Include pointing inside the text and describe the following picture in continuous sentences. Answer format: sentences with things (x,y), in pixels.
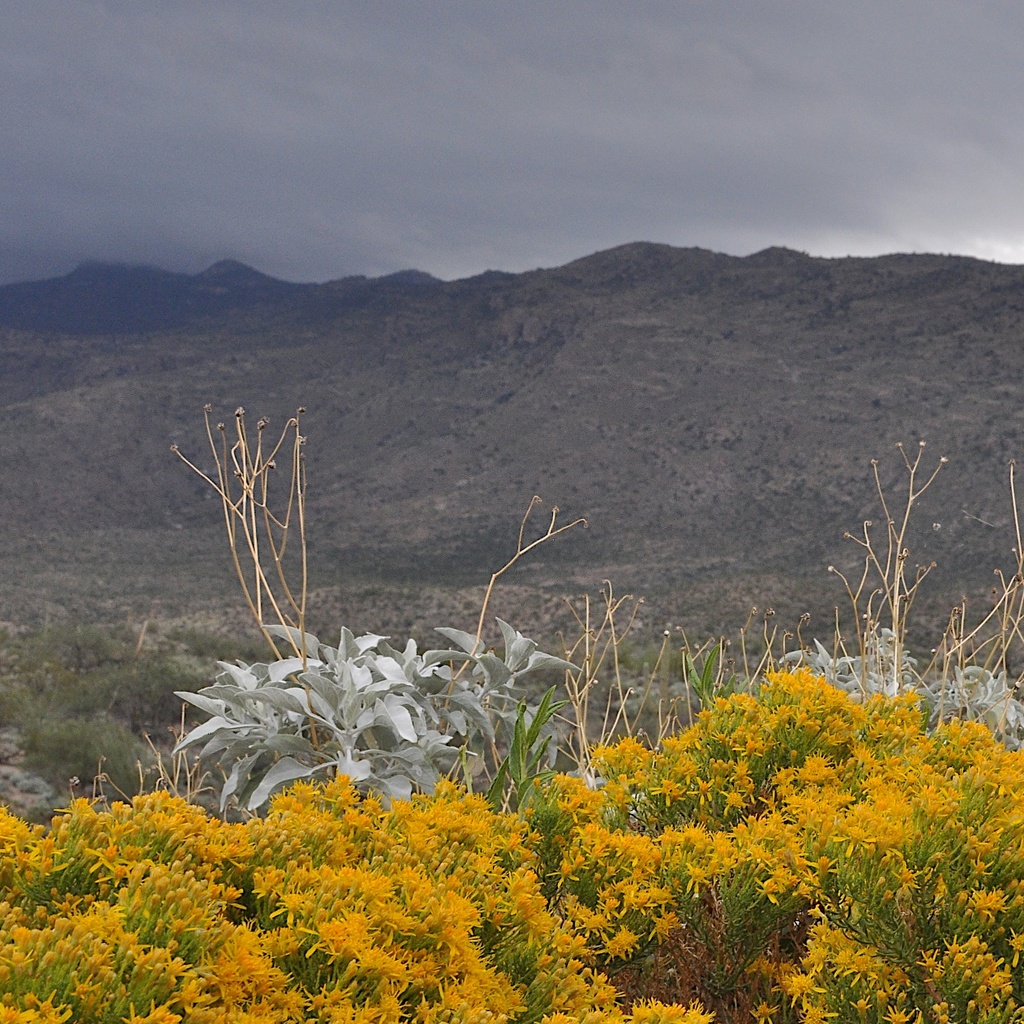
At the bottom (400,917) there are yellow color flowers (452,930). In the back (606,657) there are plants (418,679). Also there are hills (473,340) and sky (518,114) with clouds (463,100).
